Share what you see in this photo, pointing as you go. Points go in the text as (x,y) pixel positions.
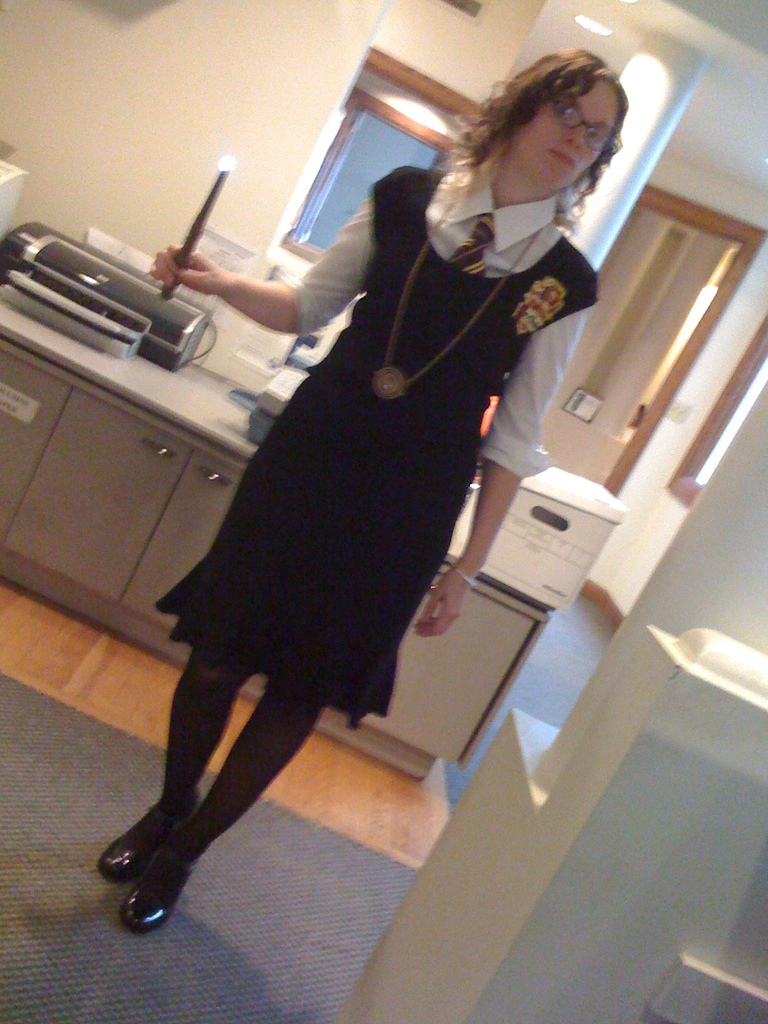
In this image there is a woman (353,667) standing. She is holding an object (193,233) in her hand (158,262). Behind her there are cupboards (96,484). There are a few objects (297,345) on the cupboard (154,502). In the background (399,64) there are pillars (618,70), a glass window (409,152) and a door (651,344) to the wall (254,241). There is a carpet (220,910) on the floor (514,692).
